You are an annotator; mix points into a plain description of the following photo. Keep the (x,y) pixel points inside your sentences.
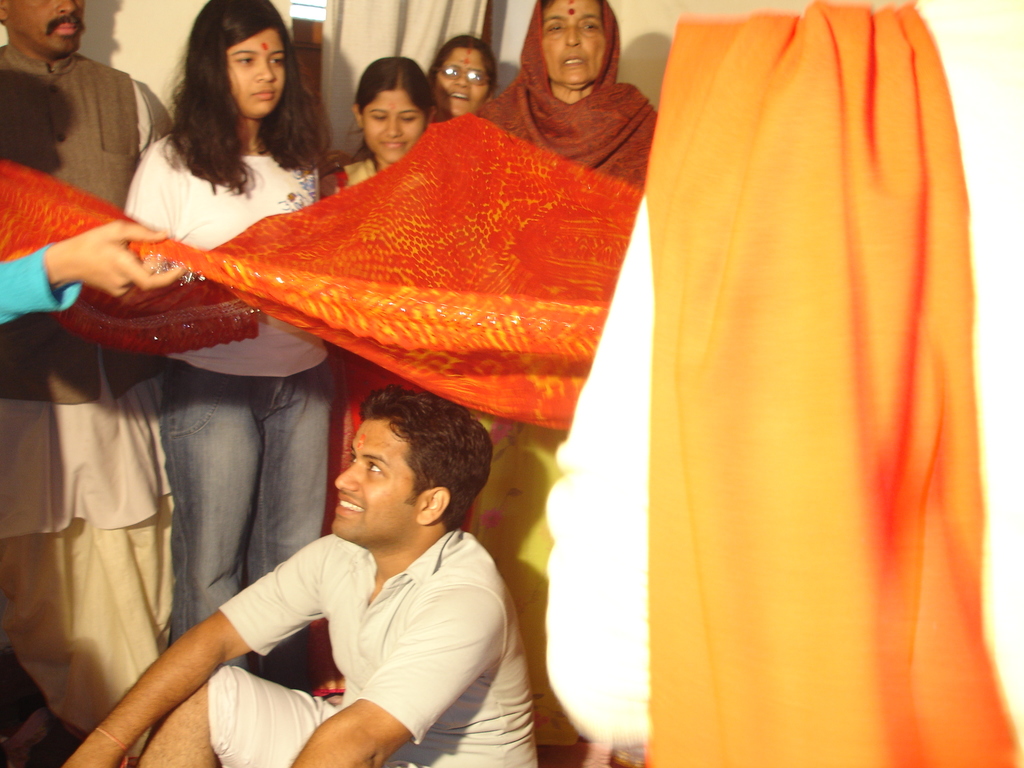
At the bottom of the image (355,552) there is a man (360,534) sitting and he is smiling. Above him there is a cloth (449,233). There are few people (271,82) standing. Behind them there is a wall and a curtain (412,22).
